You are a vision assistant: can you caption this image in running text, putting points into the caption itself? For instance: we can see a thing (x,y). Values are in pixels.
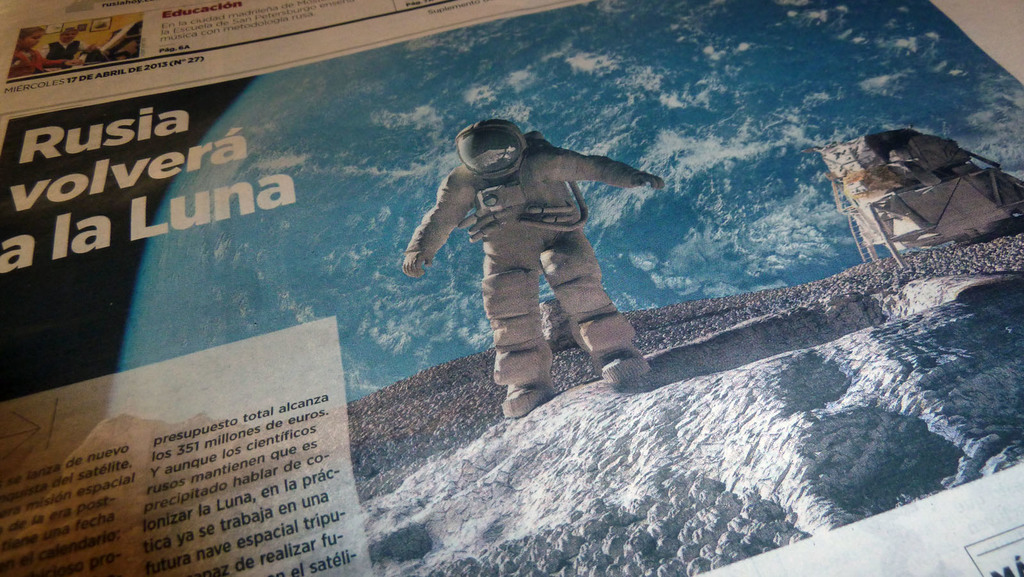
In this newspaper (387,285), we can see few people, an astronaut (580,301) and some information (185,465). Right side of the image (898,222), we can see an object (880,202).
